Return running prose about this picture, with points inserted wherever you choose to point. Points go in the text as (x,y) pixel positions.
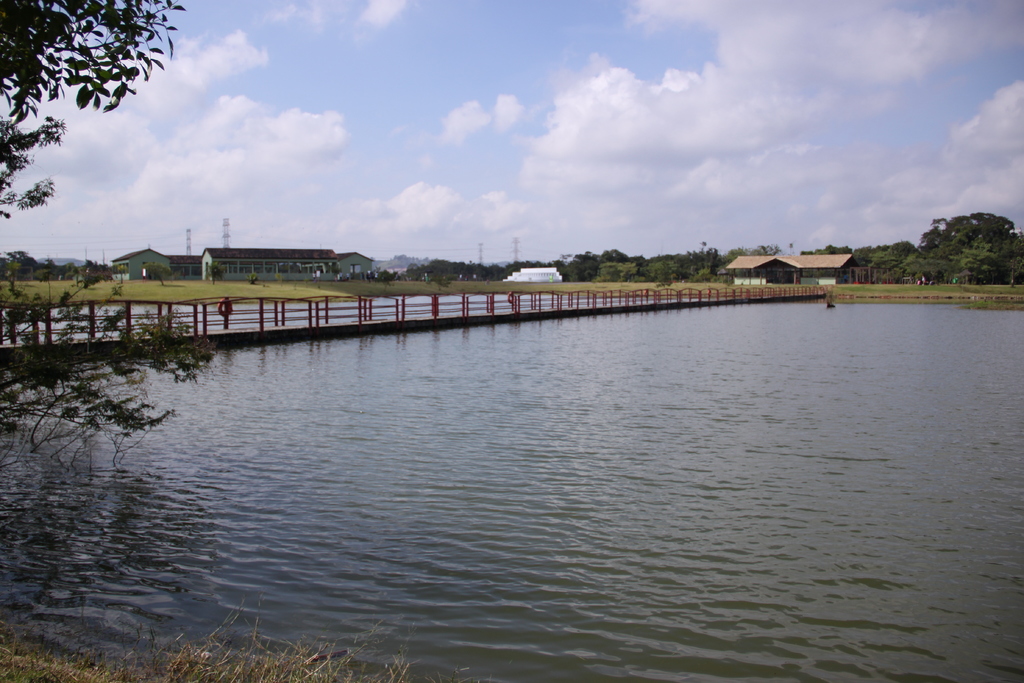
In this image, we can see a water (756,485), bridge (719,301) with rod fencing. At the bottom (264,669), we can see grass (188,662). Here we can see few trees (498,280), houses (303,275), towers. Top of the image (263,168), there is a cloudy sky (555,123).
